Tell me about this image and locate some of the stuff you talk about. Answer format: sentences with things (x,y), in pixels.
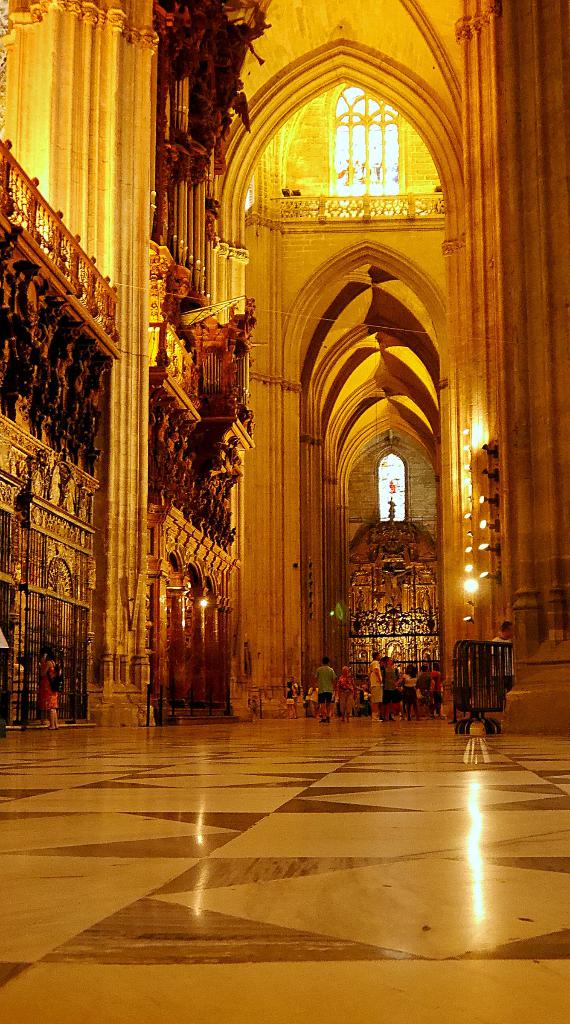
In this image I see the inside view of a building (262,434) and I see few people (376,697) over here and I see the floor (256,810). In the background (494,590) I see the wall (507,220) and I see lights (470,620) over here.
